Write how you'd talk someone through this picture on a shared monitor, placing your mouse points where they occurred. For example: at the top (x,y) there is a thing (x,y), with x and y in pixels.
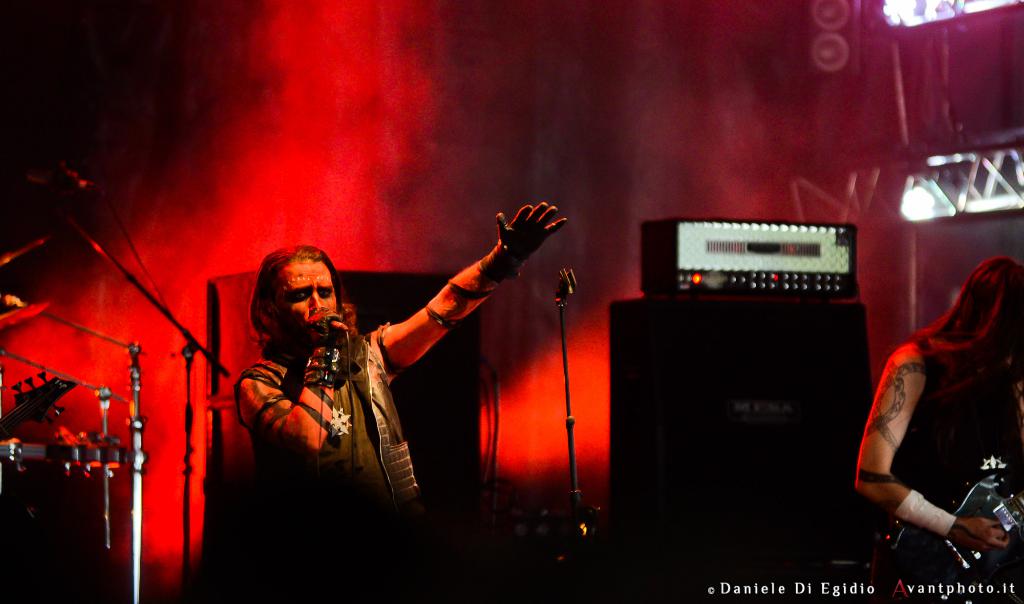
As we can see in the image there are lights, a man (331,263) holding mic (325,341) and on the right side (988,501) there is another man (984,437) holding guitar (989,511).
